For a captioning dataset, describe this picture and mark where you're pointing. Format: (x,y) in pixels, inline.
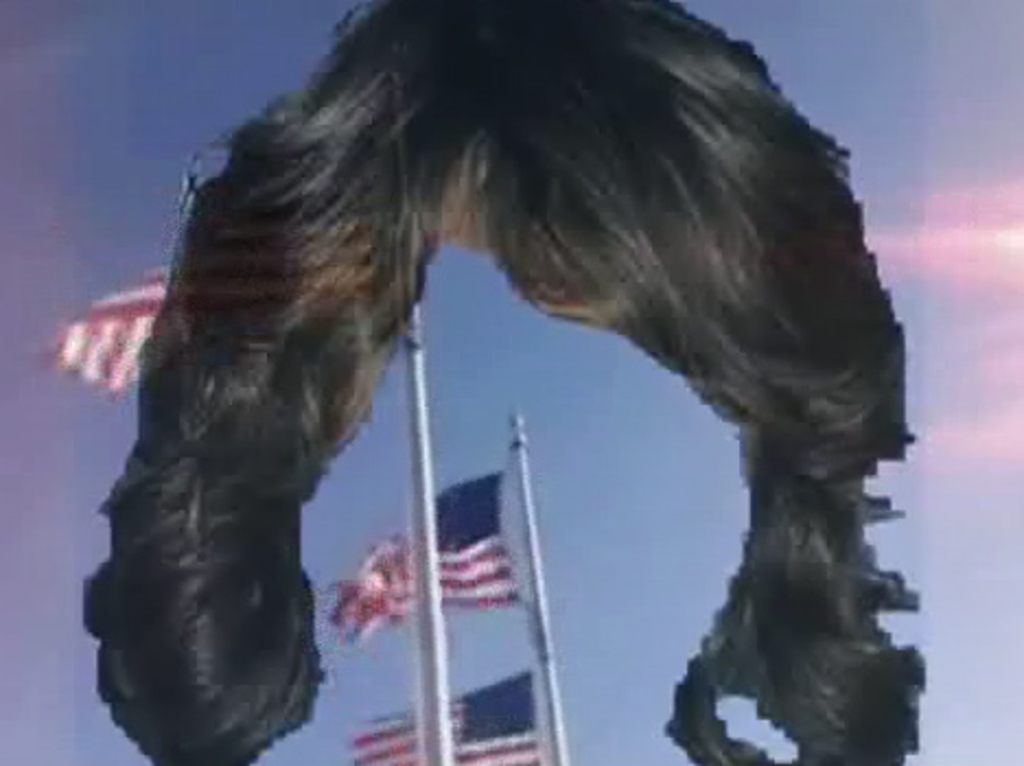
This is an edited picture. In this picture we can see a wig (152,567), poles (545,618), flags (442,570) and in the background (118,107) we can see the sky (908,382).
